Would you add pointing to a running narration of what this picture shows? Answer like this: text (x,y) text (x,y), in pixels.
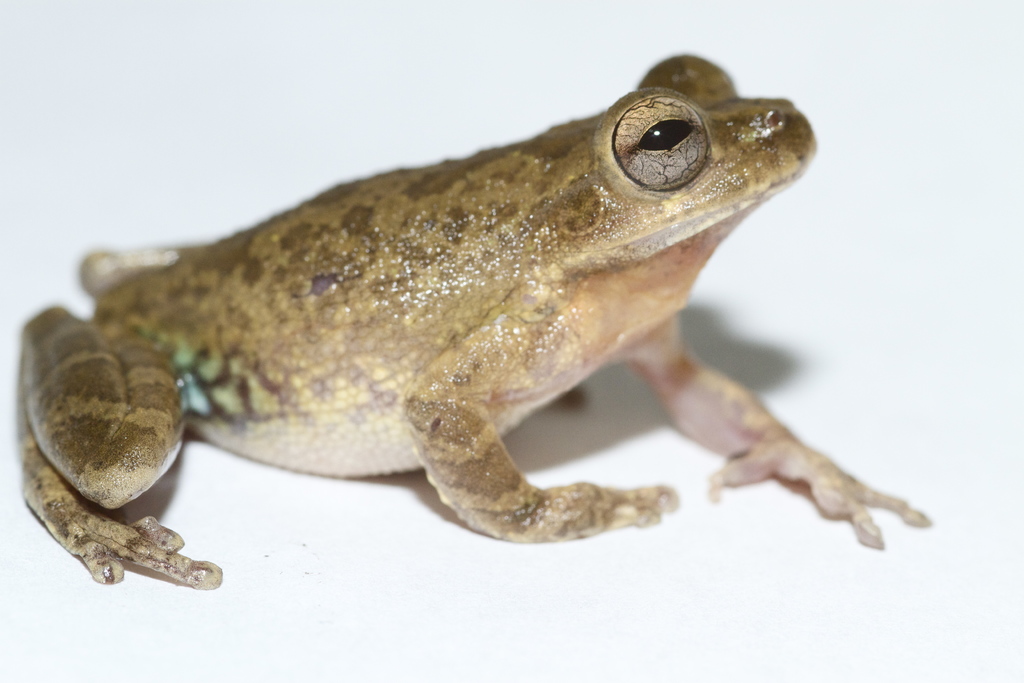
In this image we can see a frog (735,137). Background (651,14) it is in white color.
